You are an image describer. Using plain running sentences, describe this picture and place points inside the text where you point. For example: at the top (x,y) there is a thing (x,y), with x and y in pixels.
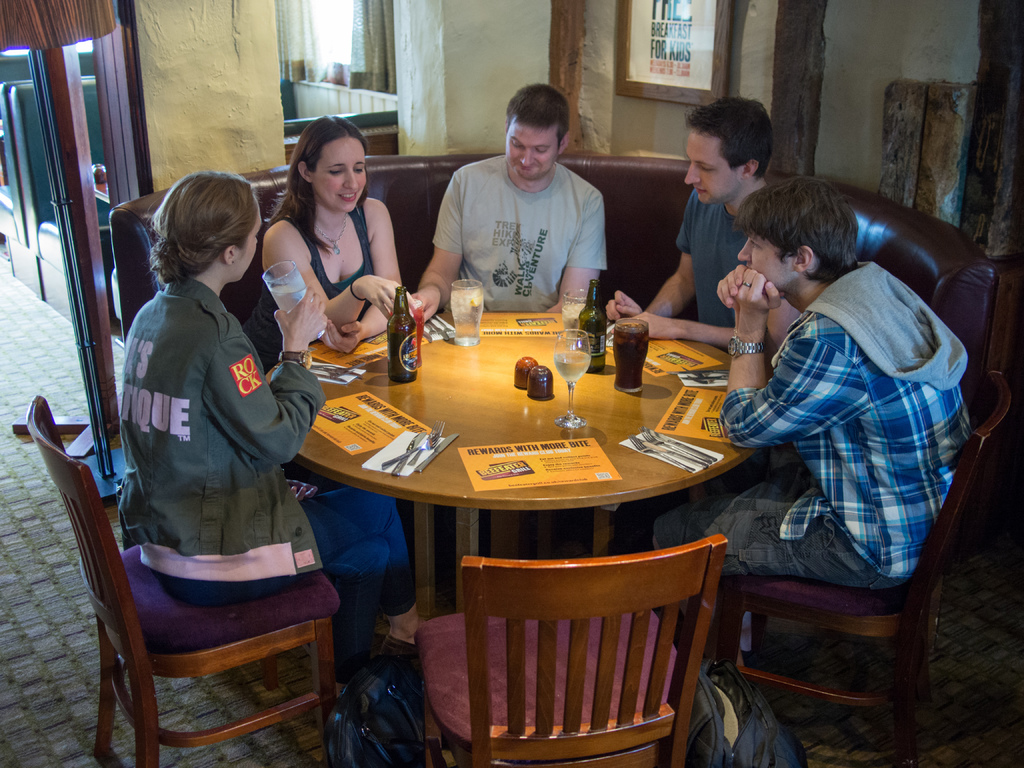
Here we can see some persons (378,231) are sitting on the chairs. This is table (510,435). On the table (516,357) there are bottles (417,345), glasses (584,360), spoons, and papers (611,457). This is floor (45,662). On the background (441,145) there is a wall (891,28) and this is frame (711,54). And there is a door (113,50).
